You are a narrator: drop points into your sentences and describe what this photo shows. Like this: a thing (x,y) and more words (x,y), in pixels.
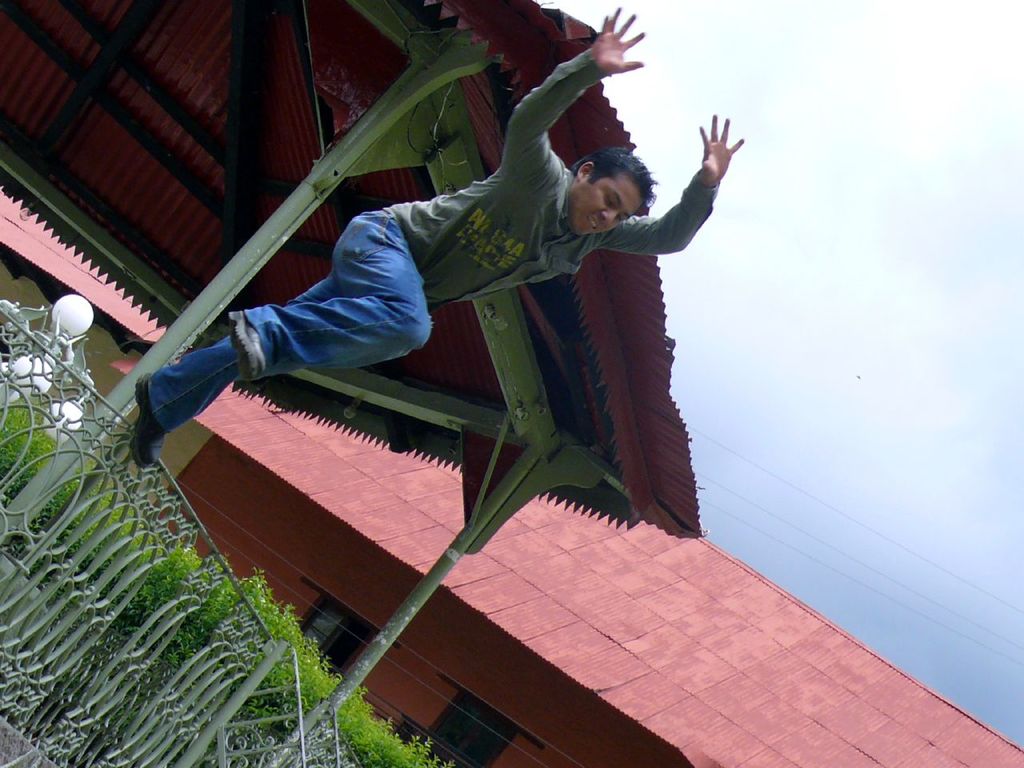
In this picture we can describe about the boy (456,238) wearing green color shirt (508,269) and blue jeans (358,309) is jumping from the grill (140,665). Behind we can see green metal frame (334,178) and red color roof shed (349,83). In the front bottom side we can see some plants (365,740).
